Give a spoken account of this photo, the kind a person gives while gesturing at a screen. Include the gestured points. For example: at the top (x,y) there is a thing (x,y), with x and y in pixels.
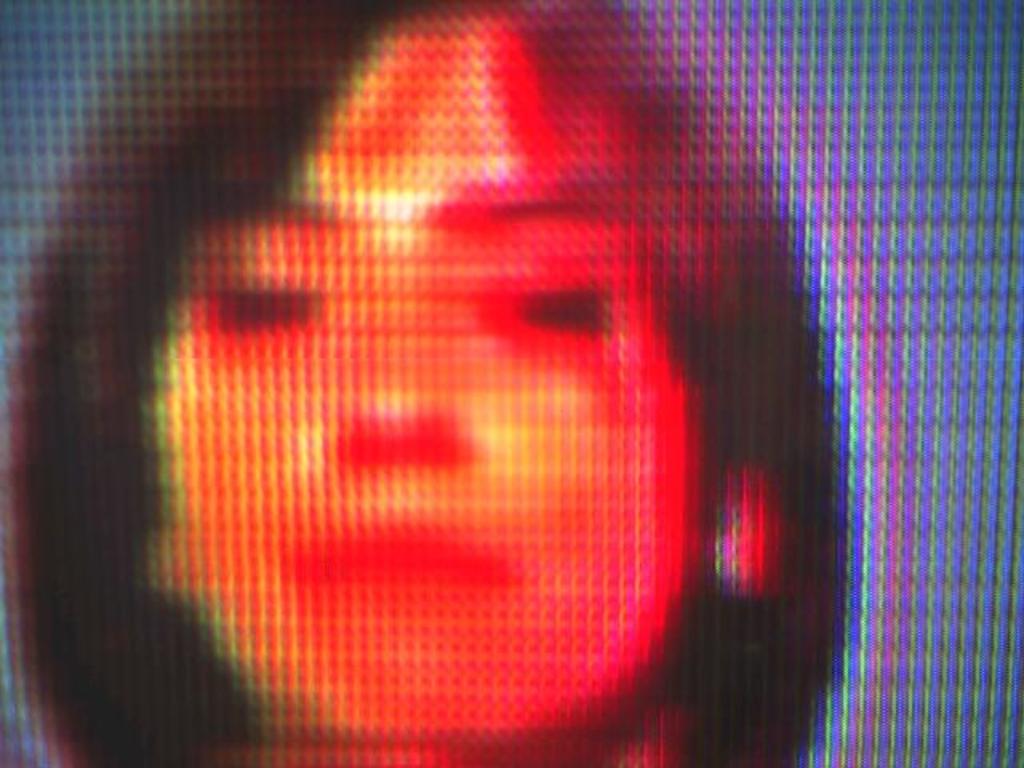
This is an edited picture and in this picture we can see a woman (155,413).
